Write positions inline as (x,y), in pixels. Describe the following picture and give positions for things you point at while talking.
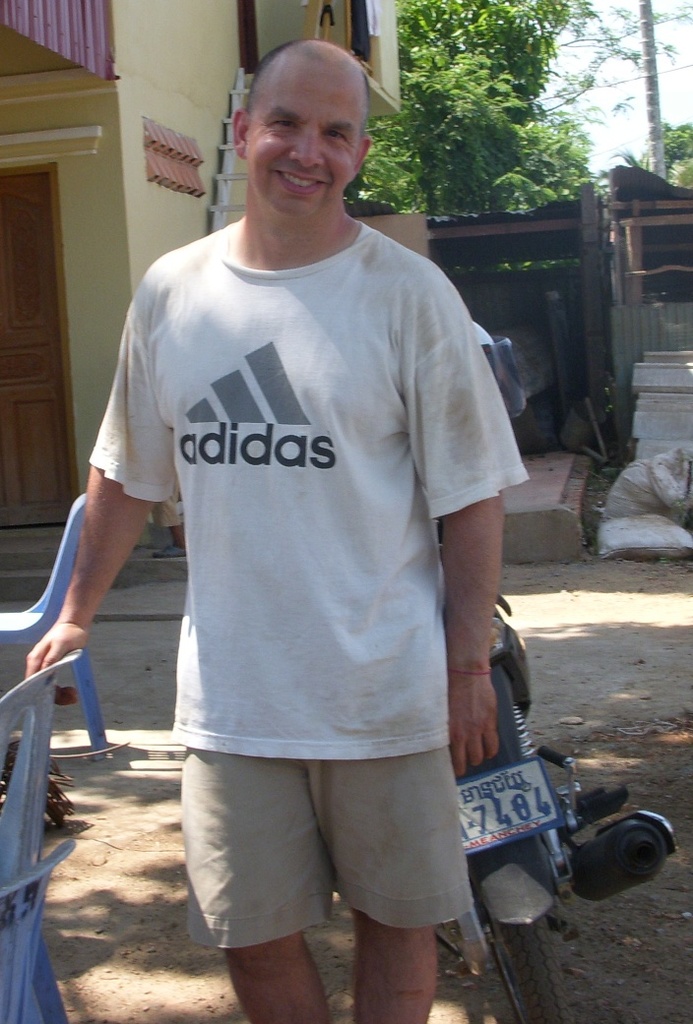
A person (300,701) is standing wearing a white t shirt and shorts (223,853). There are chairs (72,850) at the left (19,846). There is a motorcycle (508,850). There is a building (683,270) and trees (538,124) at the back (467,79).
